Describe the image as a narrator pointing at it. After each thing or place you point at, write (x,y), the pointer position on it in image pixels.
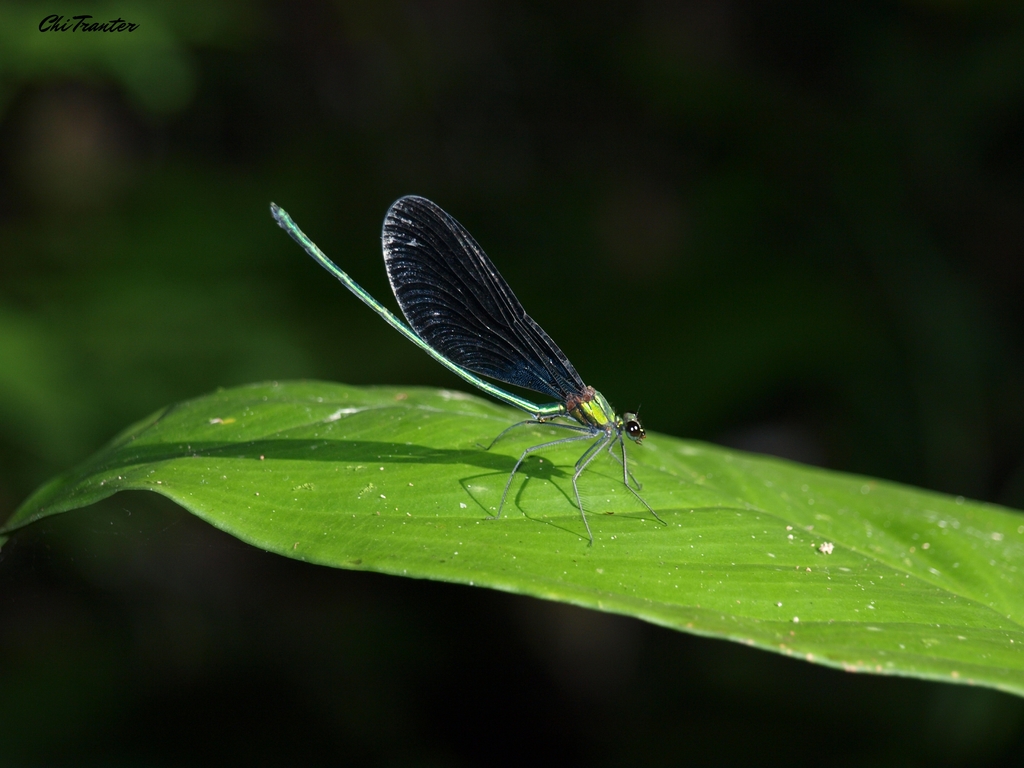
In this picture there is a dragonfly (551,411) on the green leaf (542,528). At the back (127,161) image is blurry. At the top left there is a text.
